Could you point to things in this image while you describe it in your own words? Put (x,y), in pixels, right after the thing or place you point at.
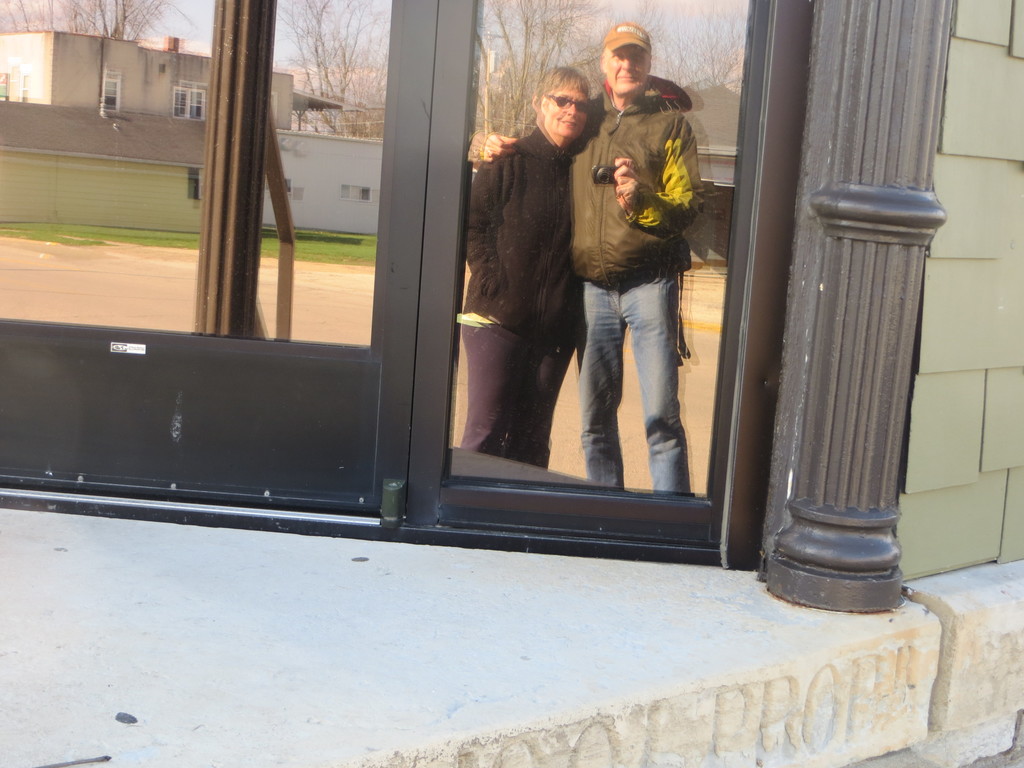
In this image we can see glass window (222,297), house (160,176), trees (500,4), grass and we can also see two persons (560,384) standing.
